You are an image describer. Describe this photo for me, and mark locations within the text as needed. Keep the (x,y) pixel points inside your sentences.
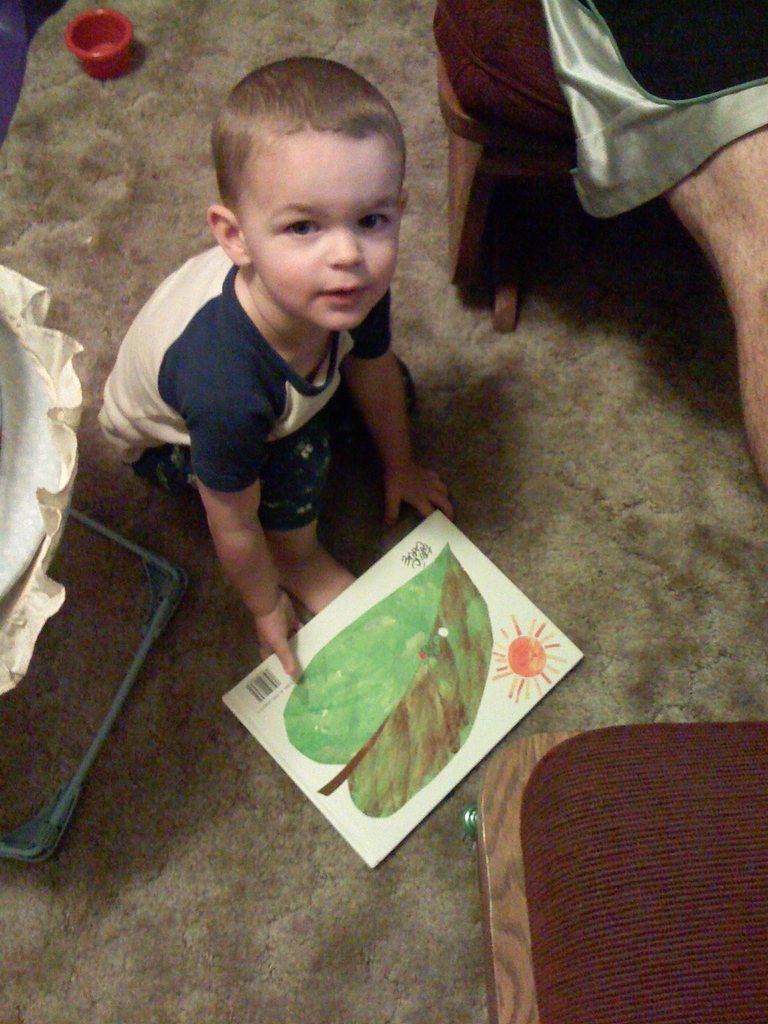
In this image I can see the person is holding white color sheet (397,695). I can see the leaf (399,607), sun (539,656) on the white color sheet (477,677). I can see few objects (763,735) around.
